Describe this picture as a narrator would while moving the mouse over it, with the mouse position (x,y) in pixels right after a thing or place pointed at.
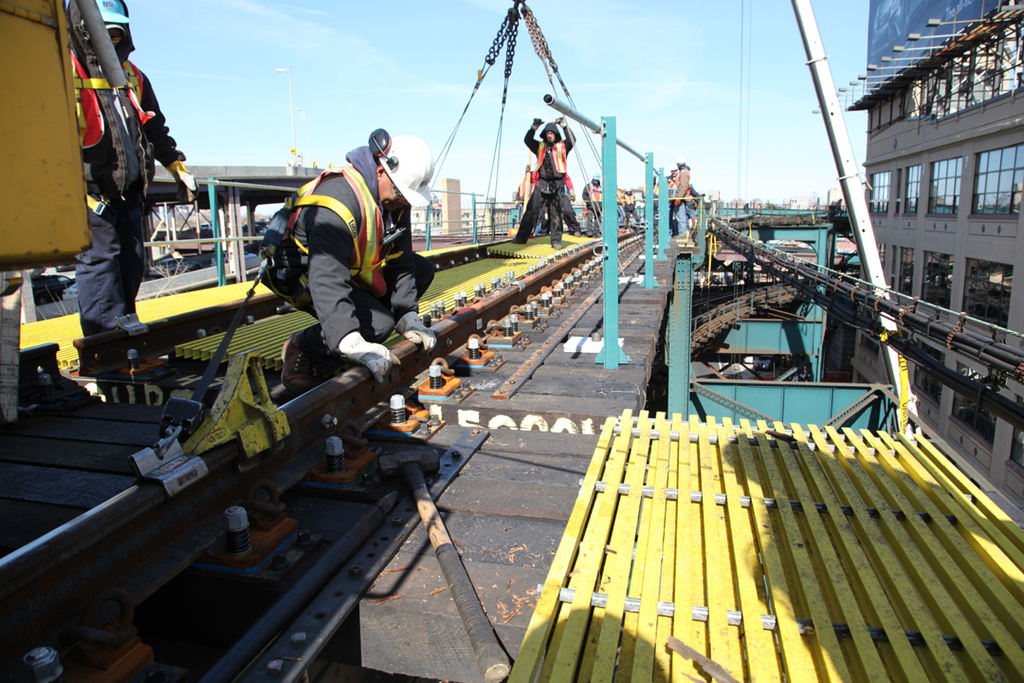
In this image we can see the people (402,187) standing on the railway track (367,414). And at the right side (937,34), we can see the building (921,163) with lights (957,34). There are rods (699,495), hammer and a few objects (739,491). At the top (343,66) we can see the sky (330,59).
